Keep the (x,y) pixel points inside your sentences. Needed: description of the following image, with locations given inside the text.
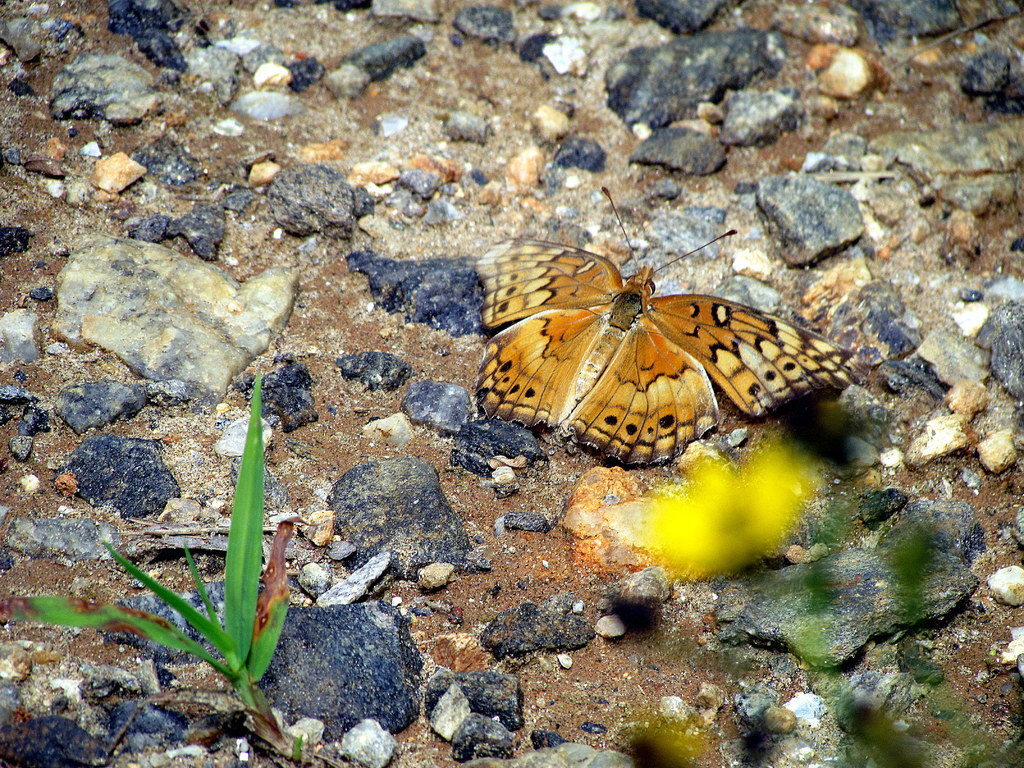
In this image we can see a butterfly (615,427) on the ground (544,445). We can also see some grass (259,624), a flower (713,556) to a plant (756,559) and some stones (439,200).
